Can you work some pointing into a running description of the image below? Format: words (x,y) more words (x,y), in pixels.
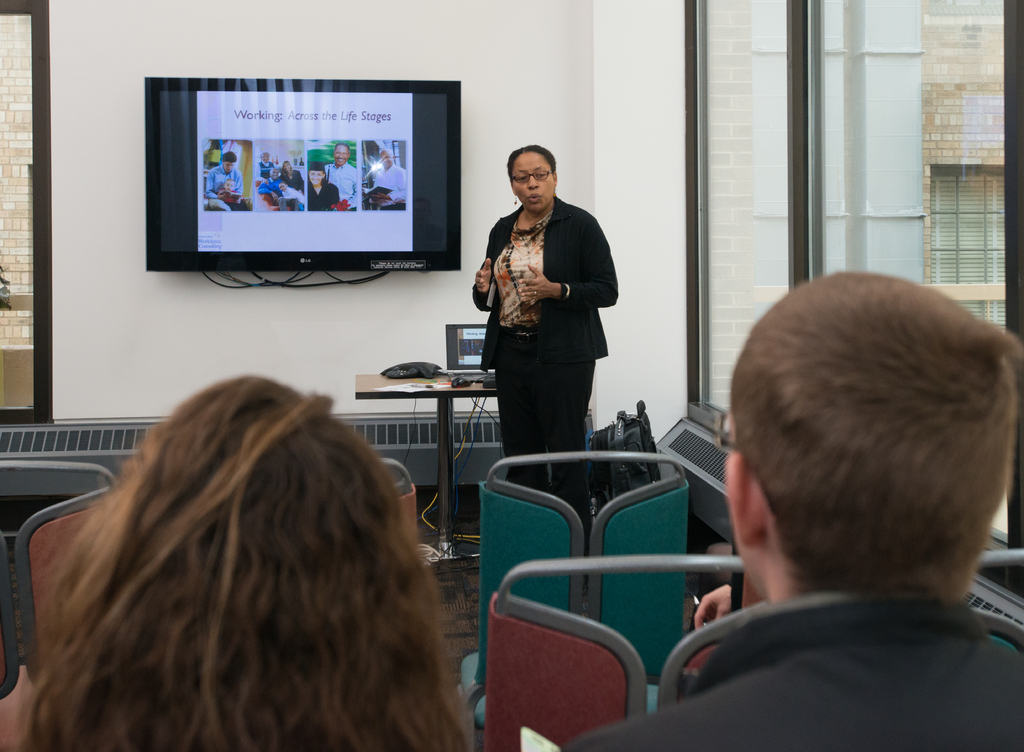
In this image I can see few persons (795,653) are sitting on chairs (492,575) and in the background (175,356) I can see the wall (140,358), a television (312,105) to the wall (168,367), few wires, a table (424,395) with laptop (474,361) and few other objects (436,386) on it and a woman (564,341) wearing black and cream color dress (574,255). I can see a glass window (772,186) through which I can see a building (936,170).
